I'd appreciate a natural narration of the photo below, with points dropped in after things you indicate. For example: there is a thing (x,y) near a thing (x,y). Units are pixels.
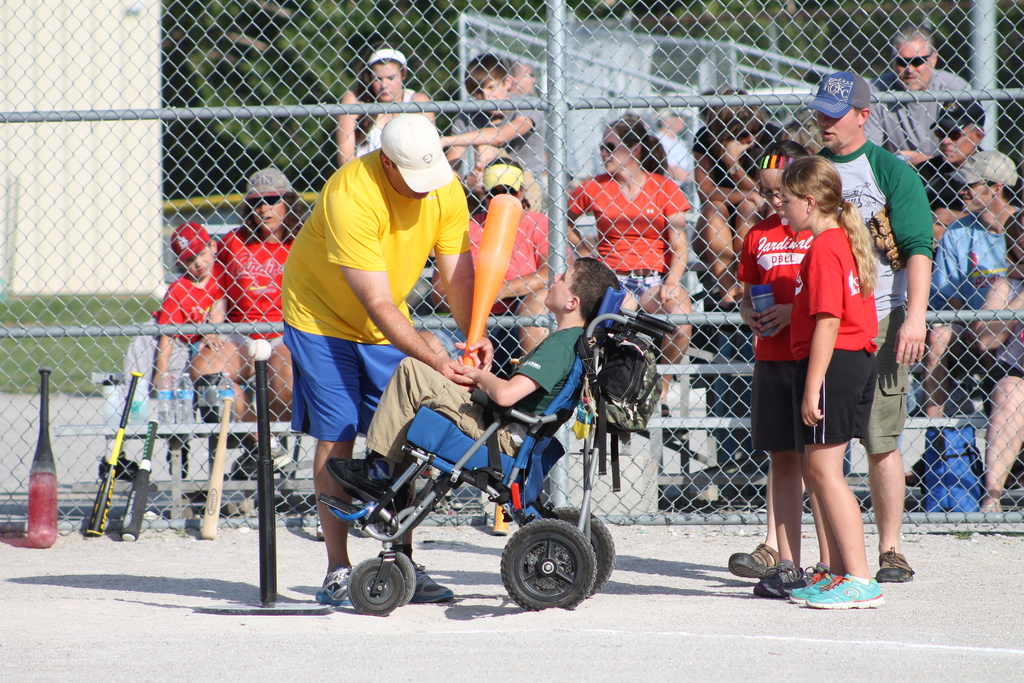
In this picture we can see a boy (552,354) in the green t shirt (533,360) is sitting on a wheelchair (487,462) and holding an orange base bat (502,247). On the left side of the boy (468,391) there is a man (356,329) in the yellow t shirt (332,286) is standing and on the path (151,559) there are base bats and a pole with a ball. Behind the people (543,366) there is a fence (533,277), trees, bottles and some groups of people (518,279) are sitting on benches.
